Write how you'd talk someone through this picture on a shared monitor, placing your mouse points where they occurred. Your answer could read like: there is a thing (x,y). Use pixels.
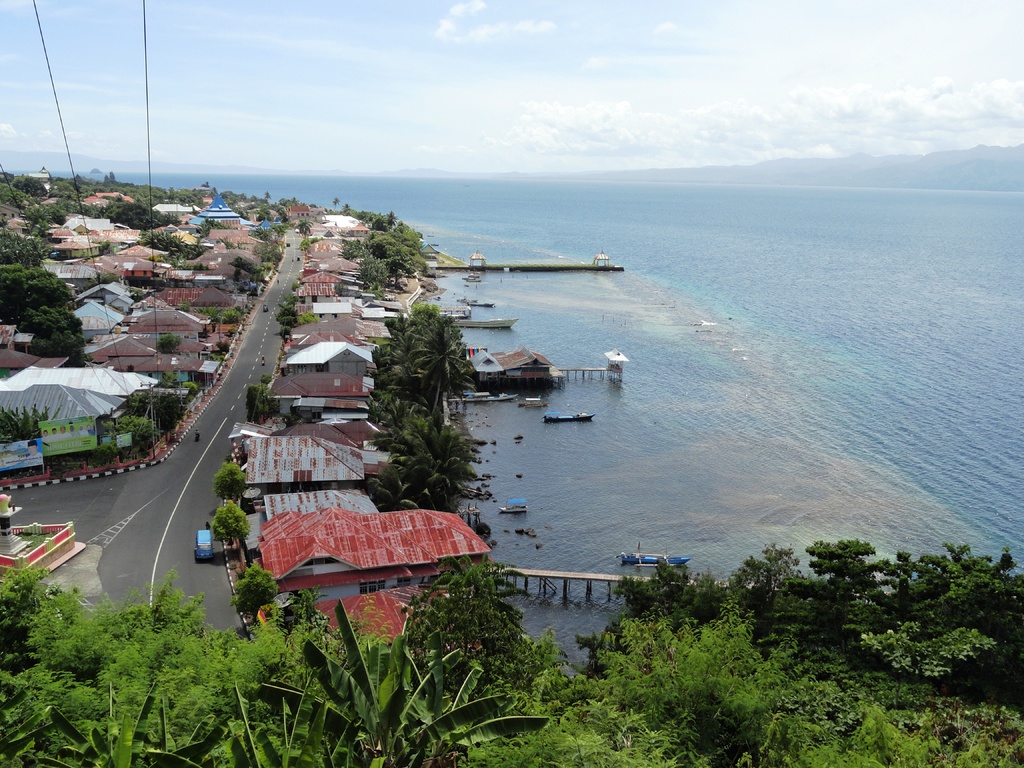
This image consists of many houses (322,393). At the bottom (179,529), we can see a road (261,324). On the right (753,411), there is an ocean (674,431). And we can see many trees (585,684) in this image. At the top (600,94), there are clouds (974,95) in the sky (568,113). It looks like it is clicked from top view.
